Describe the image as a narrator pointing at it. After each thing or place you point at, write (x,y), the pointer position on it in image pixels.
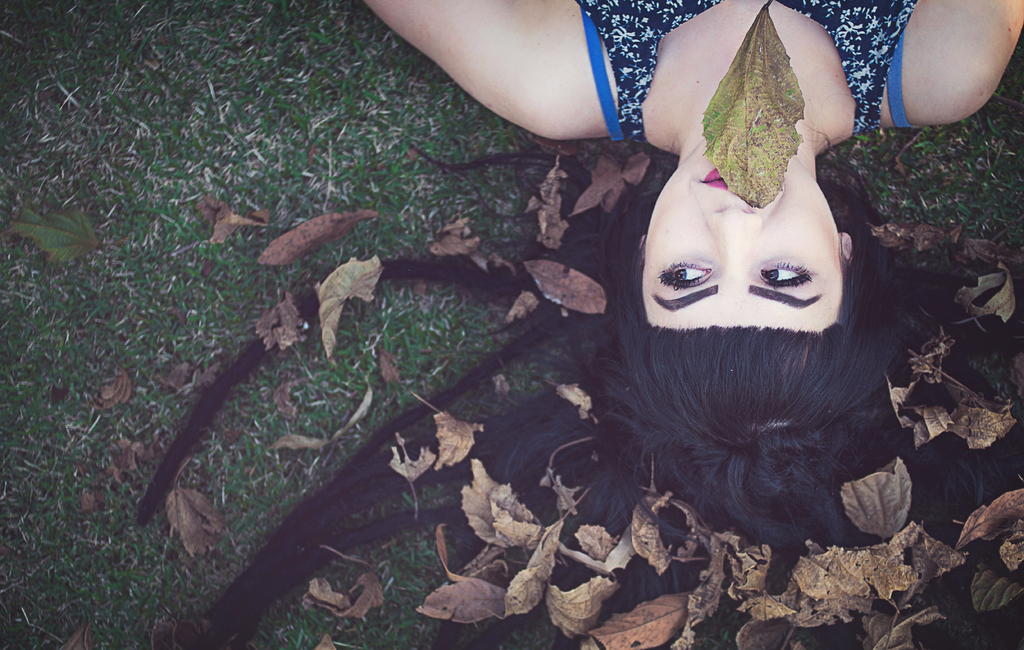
In this image in front (370,604) there are dry leaves (668,623). There is a person (648,78) laying on the grass (274,190) and she is holding the dried leaf (744,104) in her mouth (717,188).
